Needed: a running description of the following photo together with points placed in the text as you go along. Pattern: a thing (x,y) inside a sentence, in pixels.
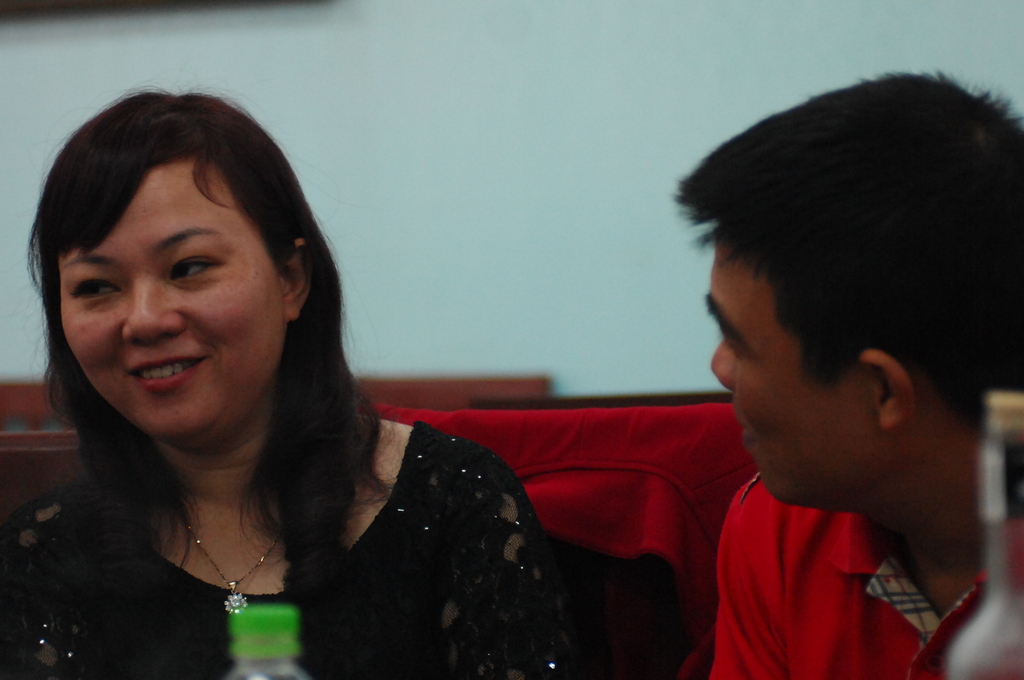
This image consists of two persons (480,543). On the left (327,556), there is a woman (430,574) wearing black dress (454,580). On the right (913,635), the man (904,646) is wearing a red dress (859,653). They are sitting in a bench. In the background (396,182), there is a wall (48,144).
